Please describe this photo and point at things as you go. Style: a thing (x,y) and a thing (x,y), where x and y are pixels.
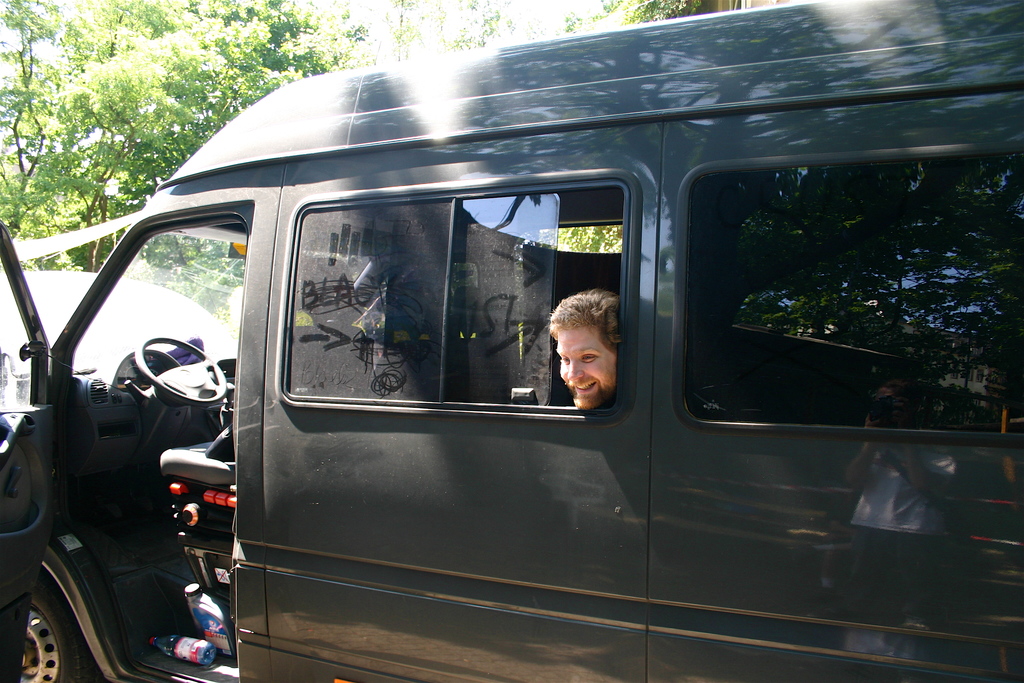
In this image I can see a man (602,291) is sitting in a car (589,430). I can also see smile (587,392) on his face (600,391). Here I can see steering (165,392) and in the background (198,111) I can see number of trees (129,60). I can also see few bottles (207,632).
